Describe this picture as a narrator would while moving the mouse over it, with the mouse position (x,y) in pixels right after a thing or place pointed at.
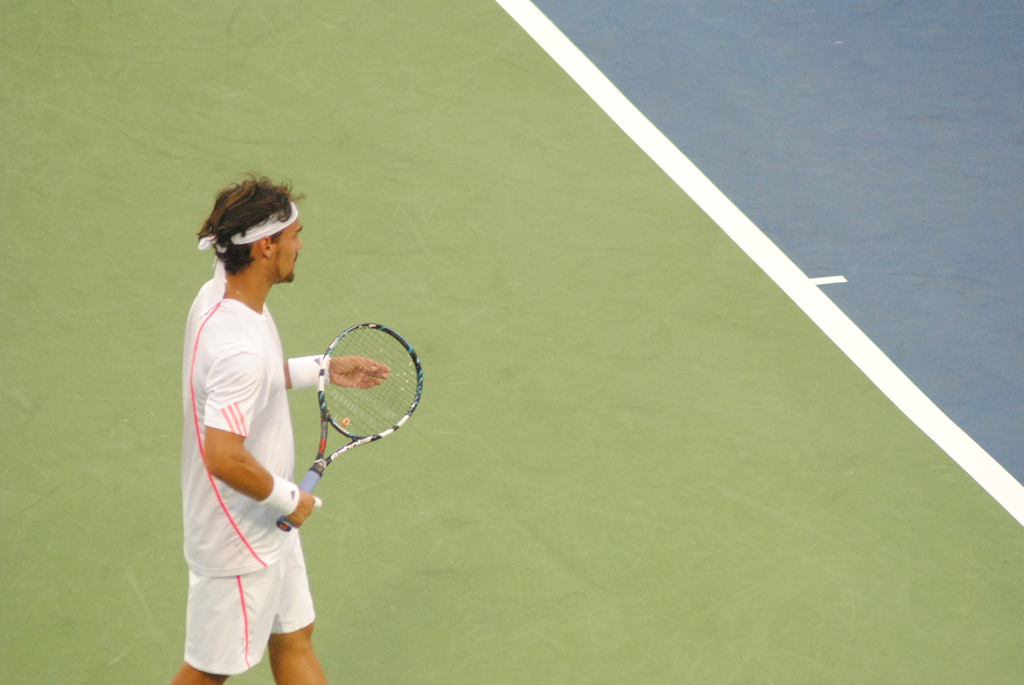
In this image we can see a man (226,344) standing and holding a racket (358,399). In the background (489,265) there is a ground (613,266).
